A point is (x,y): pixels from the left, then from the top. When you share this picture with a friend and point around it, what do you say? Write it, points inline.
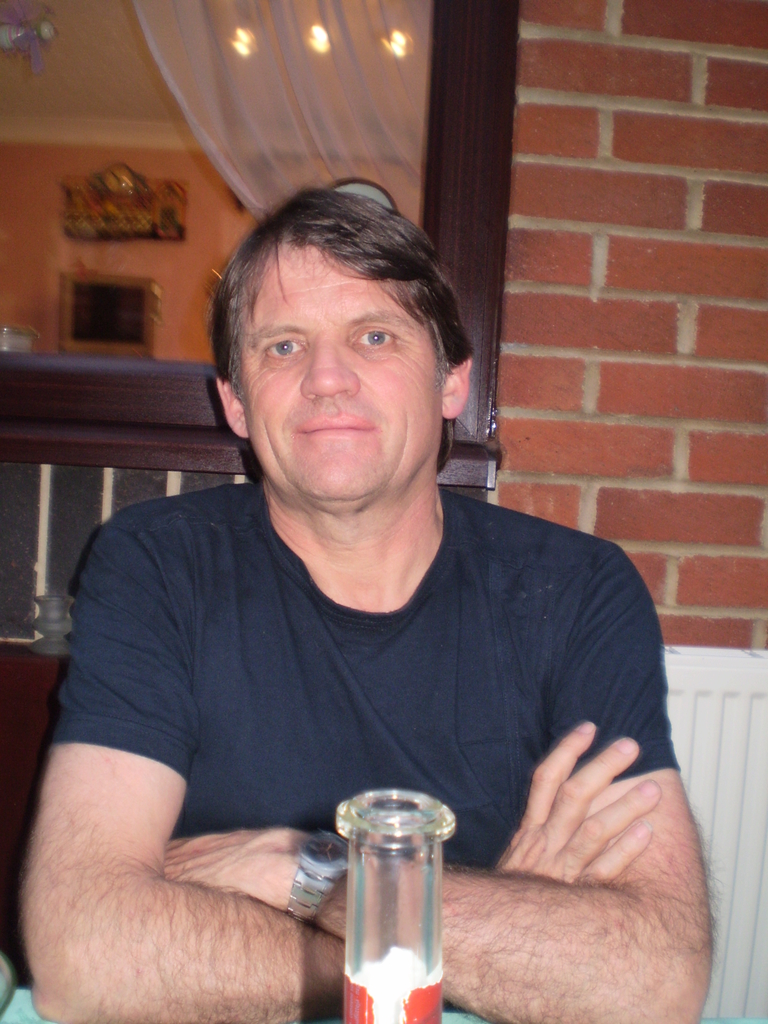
a man (276,255) is sitting at a table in a restaurant (493,242).
